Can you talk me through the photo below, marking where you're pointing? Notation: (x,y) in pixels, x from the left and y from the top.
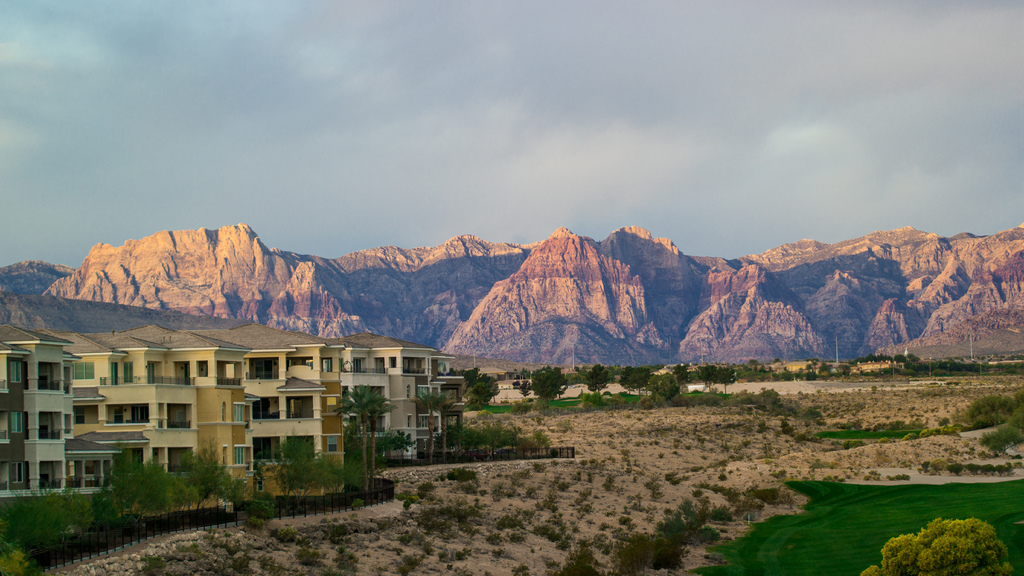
In this image we can see a cloudy sky (437,132). There are many rocky mountains (424,292) and trees (121,494) in the image. There are few buildings (219,380) in the image.
